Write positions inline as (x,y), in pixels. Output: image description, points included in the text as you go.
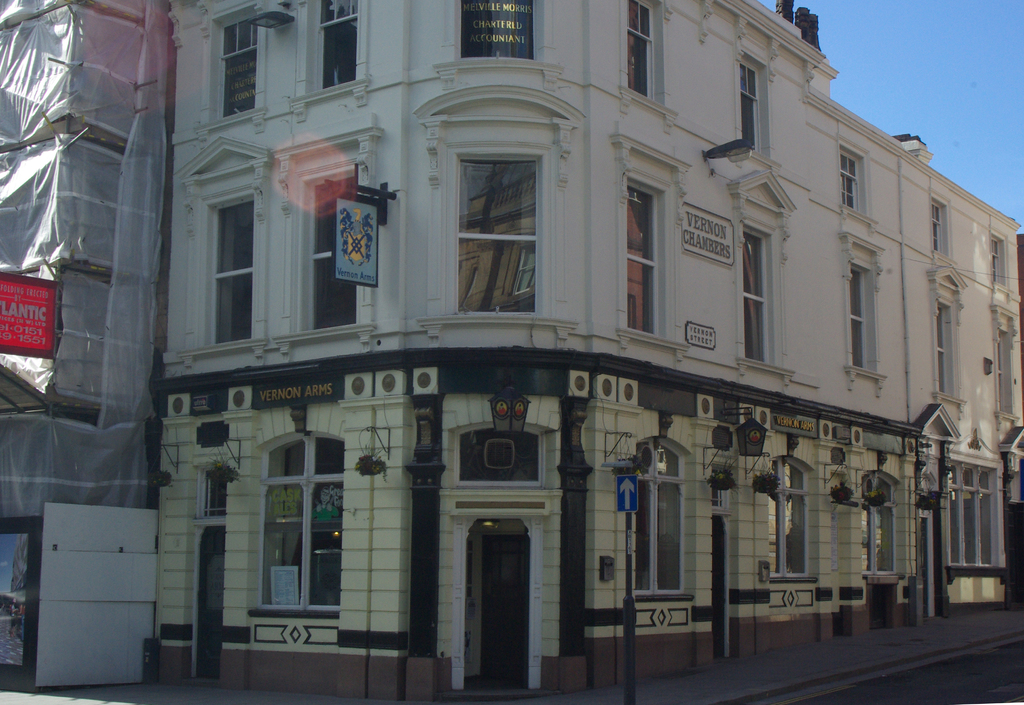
The picture consists of buildings (431,425), windows (532,476), door (513,540), boards (37,287) and a cover (73,45). Sky (893,78) is sunny.
